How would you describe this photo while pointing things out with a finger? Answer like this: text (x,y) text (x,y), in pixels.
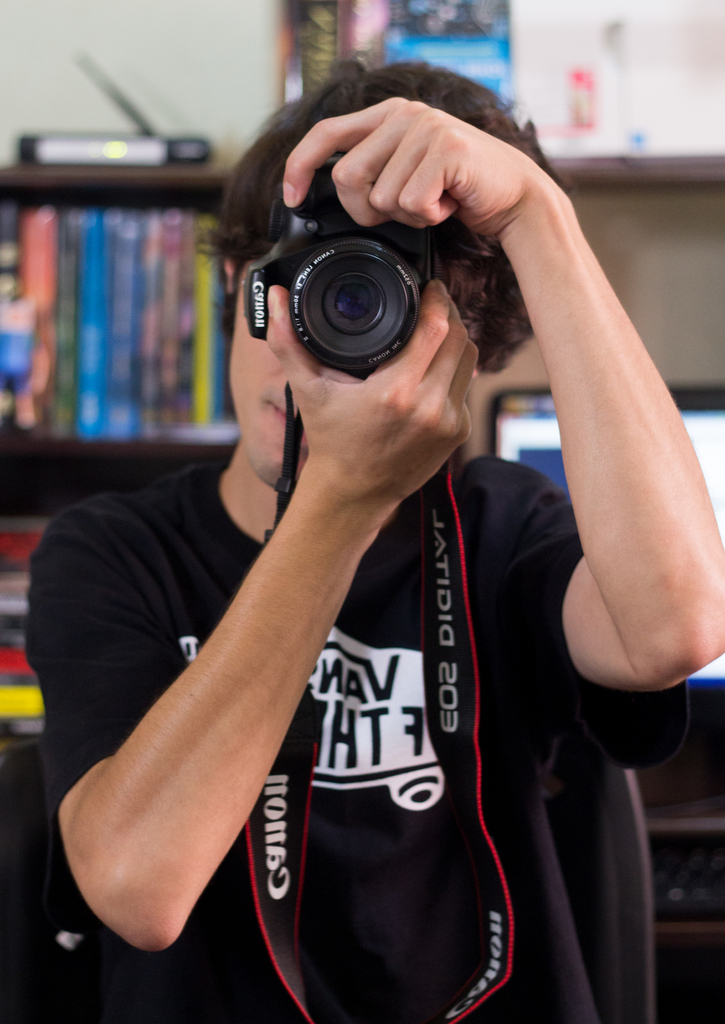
In the picture we can see a man (91,853) with a black T-shirt (524,778) and holding a camera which is black in color with a tag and he is capturing something with a camera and in the background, we can see some racks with full of books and top of it we can see a set up box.
